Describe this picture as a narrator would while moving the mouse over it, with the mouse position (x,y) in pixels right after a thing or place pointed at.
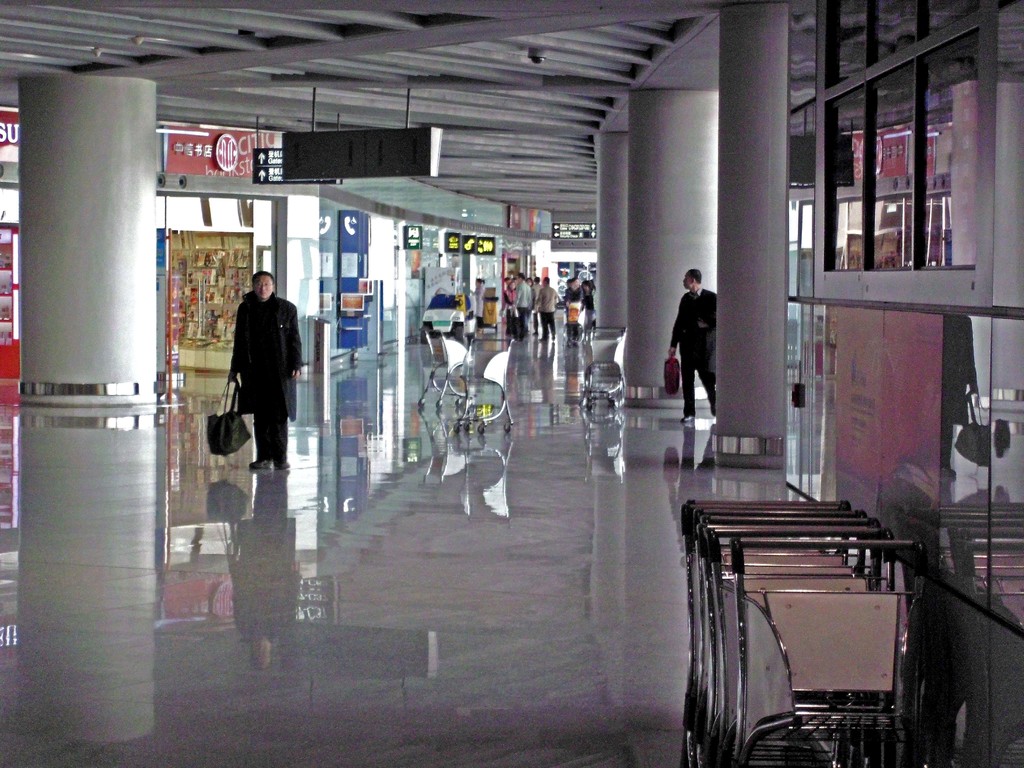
This picture describes about group of people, in the background (354,306) we can find few hoardings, digital screen (389,159) and carts (441,318), in the bottom right hand corner (747,551) we can see few carts (753,567) and few people (684,360) holding bags (233,416).
